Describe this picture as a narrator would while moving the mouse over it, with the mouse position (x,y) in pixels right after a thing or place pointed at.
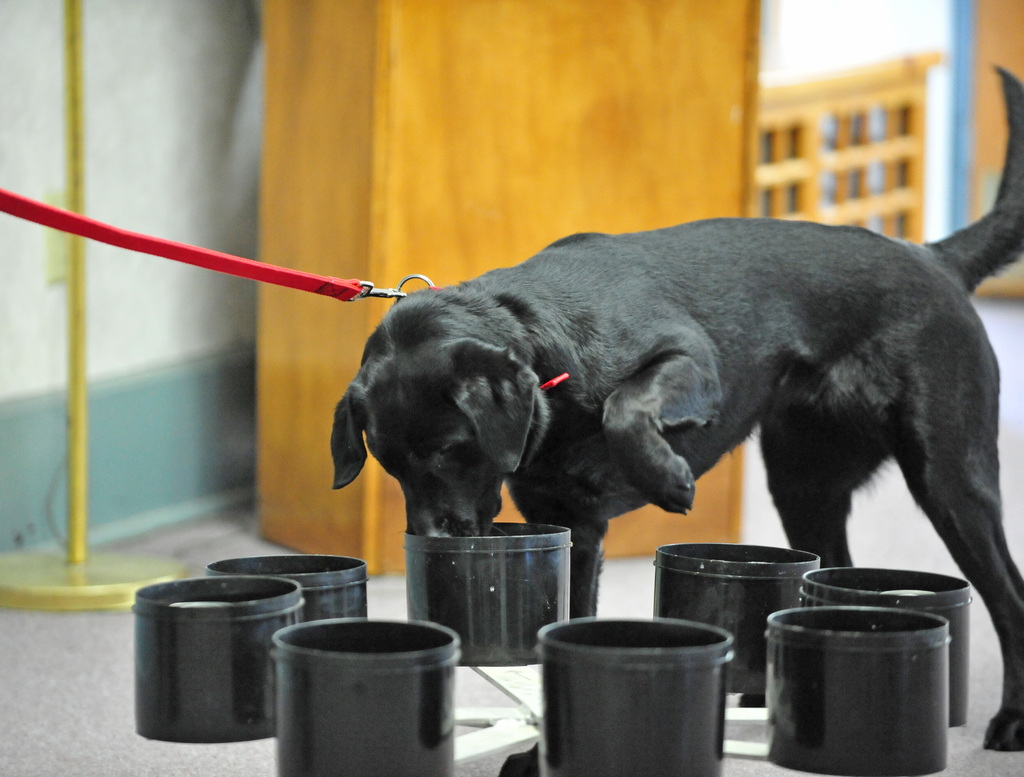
In this image we can see there is a dog (543,326) tied with a leash (330,291) and there are bowls (633,631) and at the back (525,150) we can see the wooden object (461,159) and stand (74,508). And there is the wall (164,80).
